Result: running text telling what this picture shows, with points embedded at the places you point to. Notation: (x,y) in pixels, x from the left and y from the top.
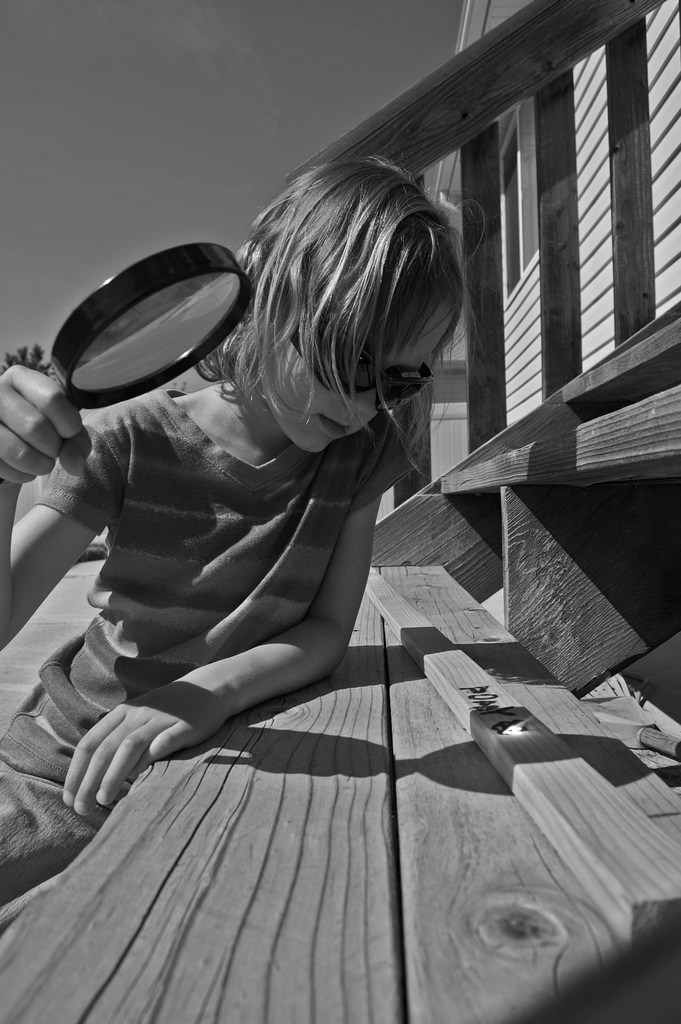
In the picture we can see a kid (170,617) wearing black color goggles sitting on wooden stairs (203,916) and holding magnifying glass (151,382) in his hands (58,413), on right side of the picture (581,157) there is wooden house (667,171).
